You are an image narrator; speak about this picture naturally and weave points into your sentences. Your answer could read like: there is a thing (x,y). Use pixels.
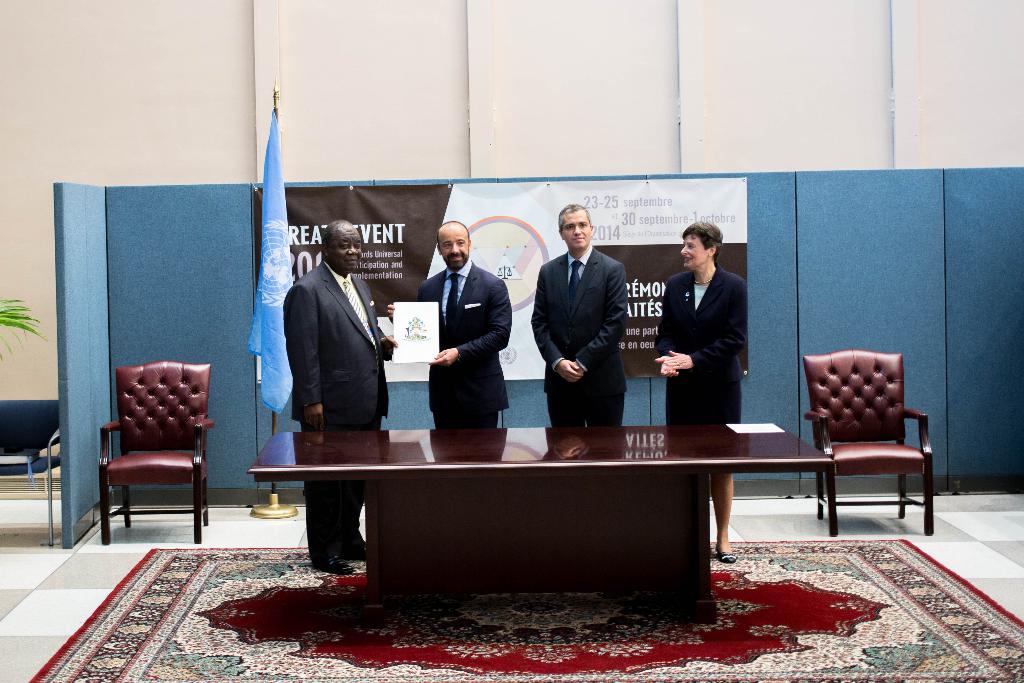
The two persons (391,357) in the left (336,301) is holding a certificate (430,336) in their hands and there are two other persons (706,312) standing beside them and there is a table (558,430) in front of them and there are two chairs (188,368) and a banner (521,218) behind them.
